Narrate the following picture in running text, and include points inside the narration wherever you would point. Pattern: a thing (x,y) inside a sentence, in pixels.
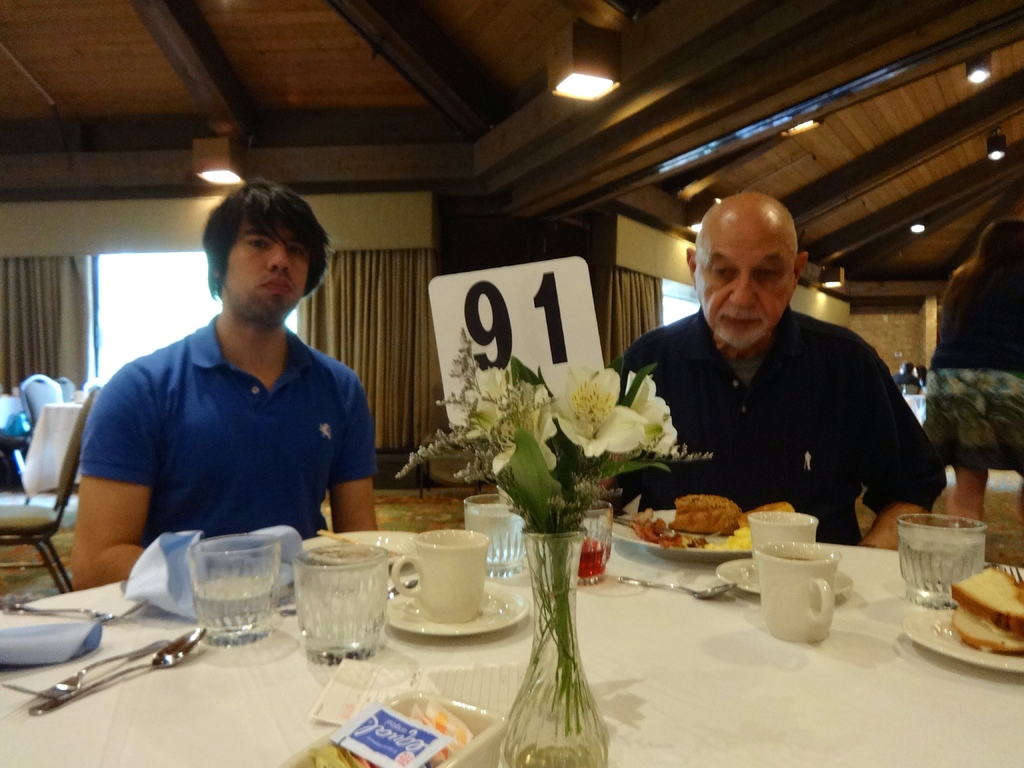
Here we can see a two persons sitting on a chair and they are having a food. This is a table (871,553) where a flower vase (550,528), a cup (441,588), a glass (316,554), a spoon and a plate (659,544) are kept on it. In the background (131,296) we can see a glass window (141,300) and a curtain (54,309).
